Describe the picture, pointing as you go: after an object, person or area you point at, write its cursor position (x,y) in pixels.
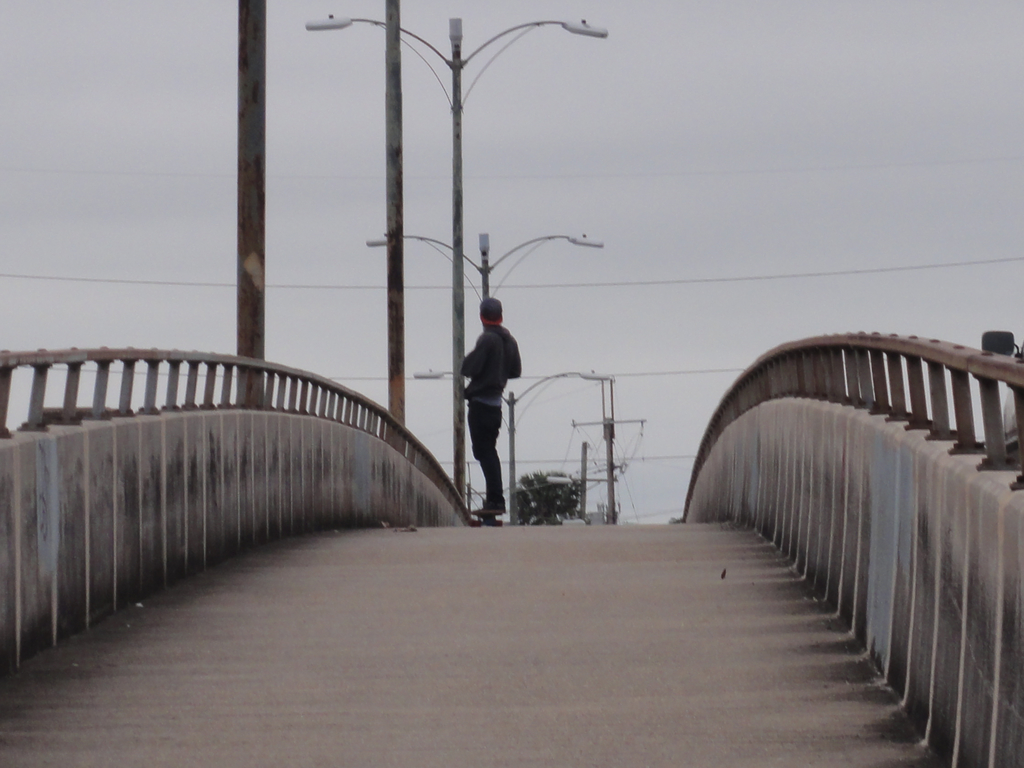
In this image I see the path (507,591) over here and I see a person (492,410) over here who is standing and I see the light poles (453,317). In the background (567,345) I see the sky (527,316) and I see the wires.
